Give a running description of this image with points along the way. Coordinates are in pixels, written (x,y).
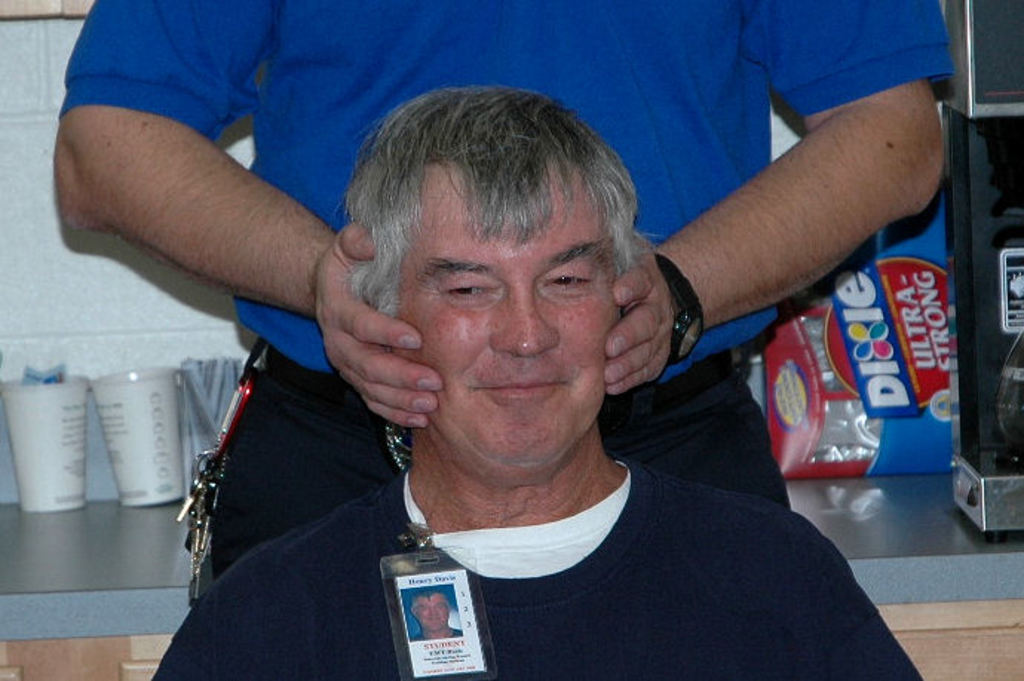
In this image I can see two persons (309,302). I can see one is wearing black dress (608,606) and one is wearing blue. Here I can see smile (538,391) on his face (466,406) and I can also see an ID card (457,586) over here. In the background (136,495) I can see few white colour glasses (141,450) and few other stuffs (974,353). I can also see something is written over here.
